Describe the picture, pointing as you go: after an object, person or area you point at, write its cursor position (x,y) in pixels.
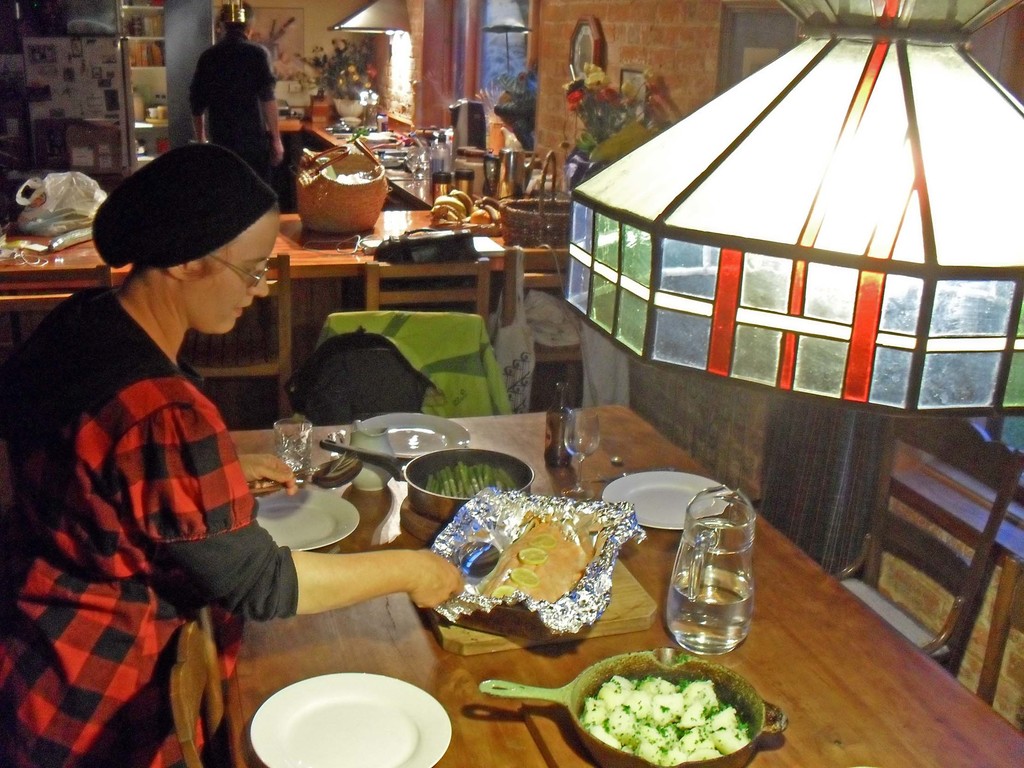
In this image we can see this person (115,678) is standing near the table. There are plates (367,721), glasses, pans (579,681) with food (586,709) and jar (686,590) on the table (739,650). In the background (456,265) we can see many things (386,236).
